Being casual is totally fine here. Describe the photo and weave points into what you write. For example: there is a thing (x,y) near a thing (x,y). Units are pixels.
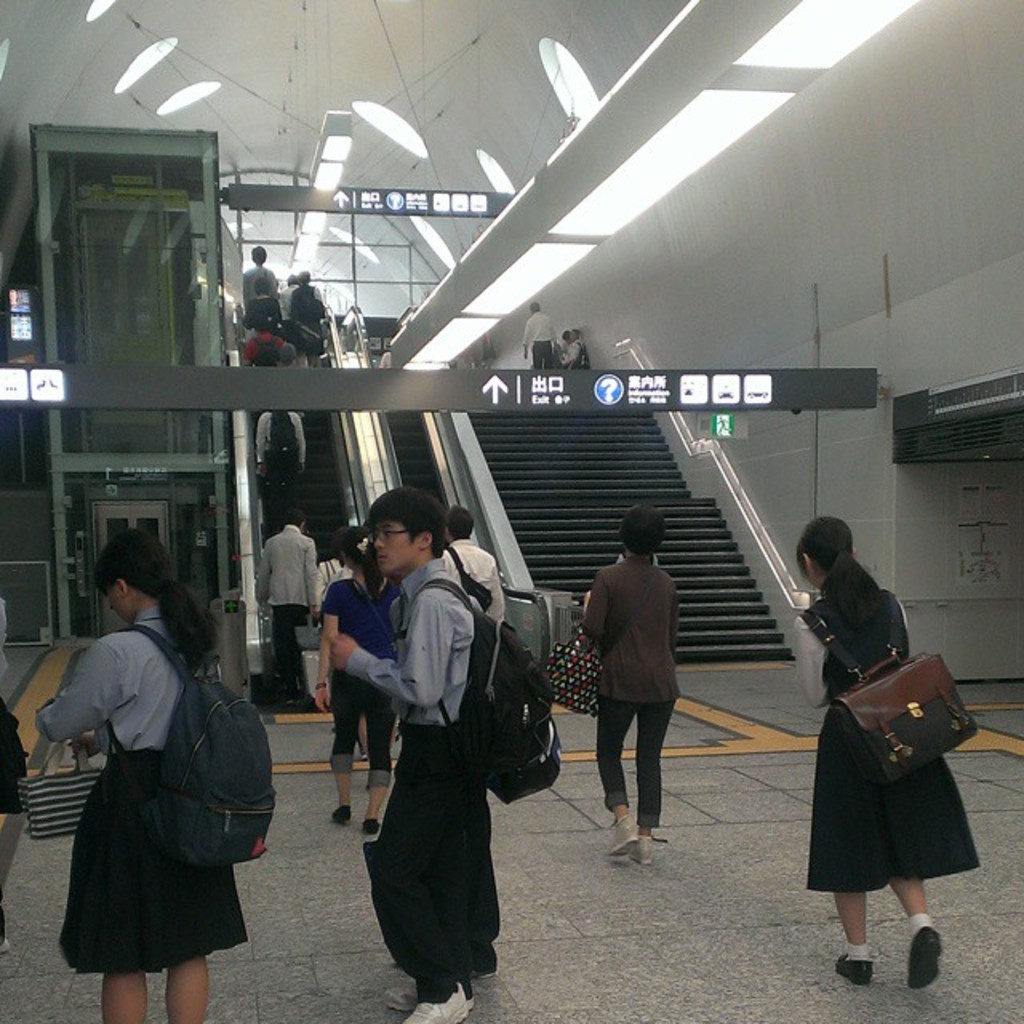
In this image there are a group of people (435,697) who are wearing bags (181,763), and some of them are holding bags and there is a staircase (600,446) and escalator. And there are some sign boards (574,384), lights (698,157), wall (714,475) and lift (134,303). At the bottom (281,928) there is floor (593,896), and at the top (427,88) there is ceiling (327,90) and some wires (284,107).
